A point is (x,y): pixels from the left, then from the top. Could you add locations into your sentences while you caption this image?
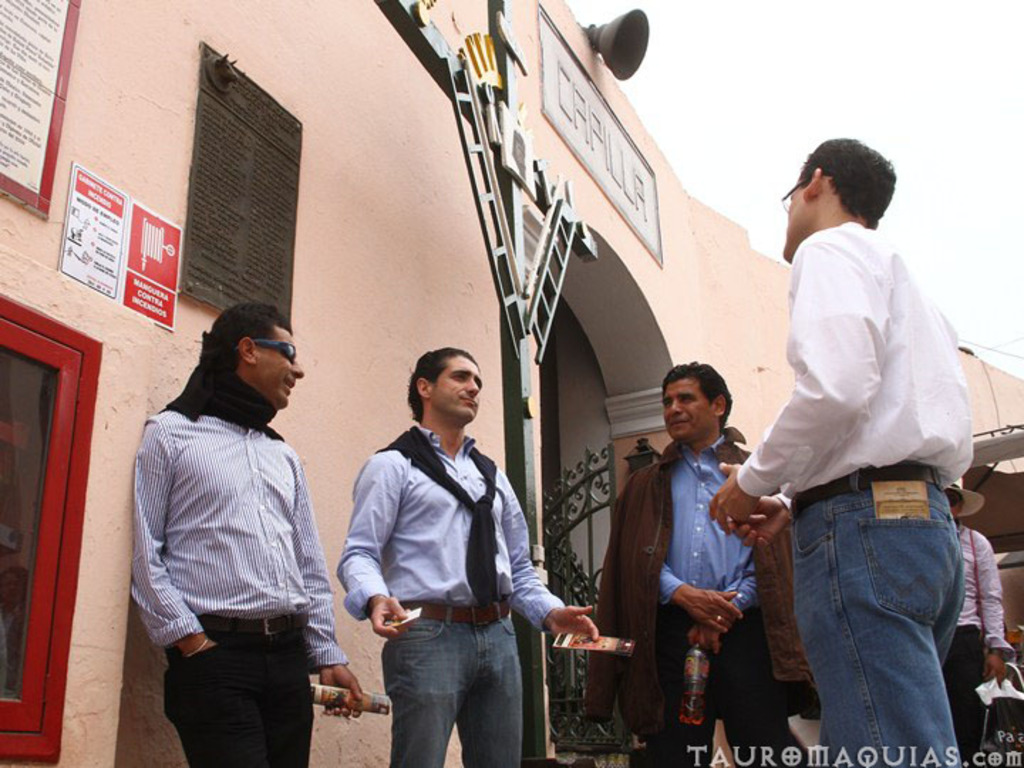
In this picture there are men (762,528) standing and we can see pole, boards (222,237) attached to the wall (308,205), gate (589,459) and objects (1017,488). In the background of the image (915,106) we can see the sky (899,153). In the bottom right side of the image (966,767) we can see text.
